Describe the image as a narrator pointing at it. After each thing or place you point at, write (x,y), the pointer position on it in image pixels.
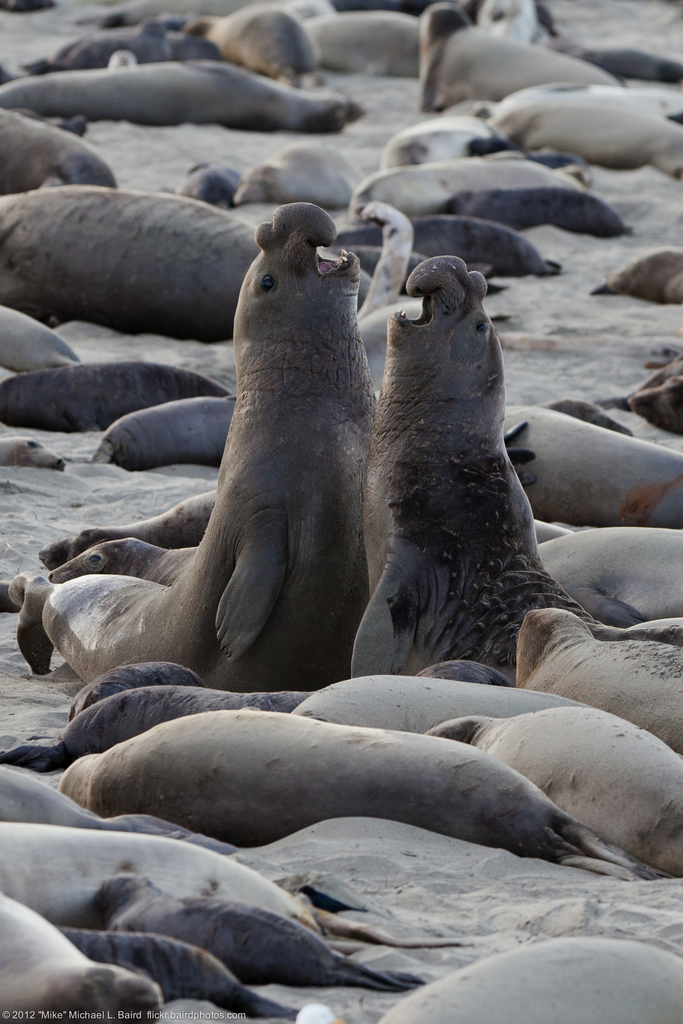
In this image we can see the elephant seals (291,395).
